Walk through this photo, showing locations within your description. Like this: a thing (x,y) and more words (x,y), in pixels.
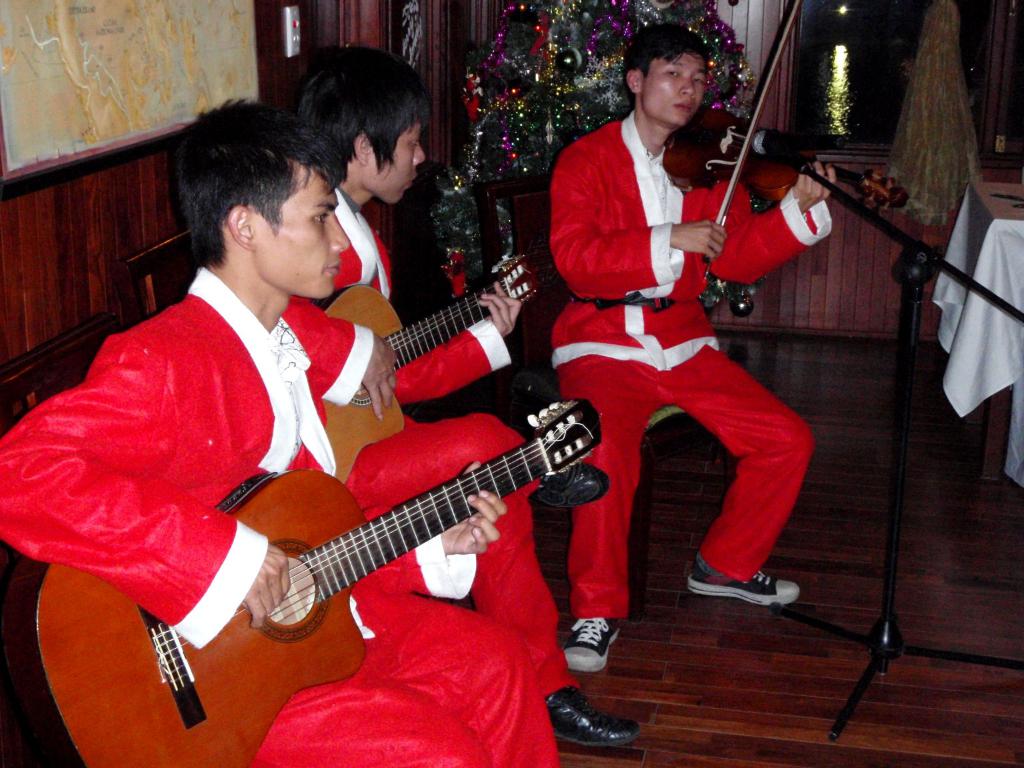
This is a picture taken in a room (537,542), there are three persons (230,466) holding a music instruments (697,147). In front of these people (587,255) there is a microphone (805,147) with stand (929,257). Behind the people (318,339) there is a Christmas tree (522,121) and a wall (131,211).
